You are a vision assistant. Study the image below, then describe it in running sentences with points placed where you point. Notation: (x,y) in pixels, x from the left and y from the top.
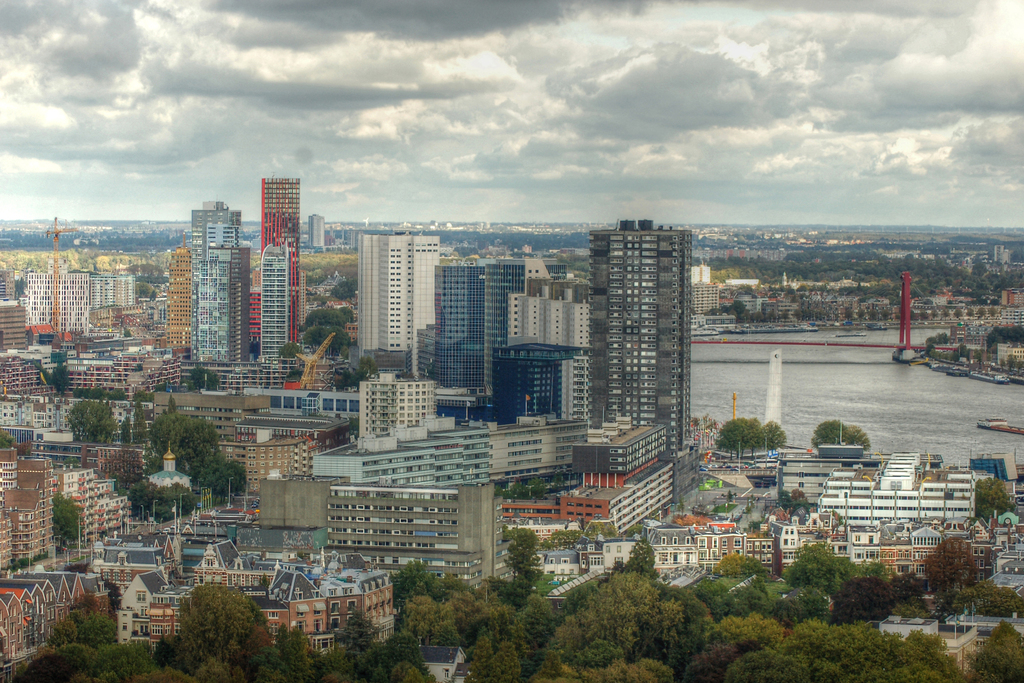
In this image there are so many buildings (407,463), trees (516,588), river (781,418), bridge (834,344) and a boat (983,423). In the background (323,122) there is the sky (322,116).
